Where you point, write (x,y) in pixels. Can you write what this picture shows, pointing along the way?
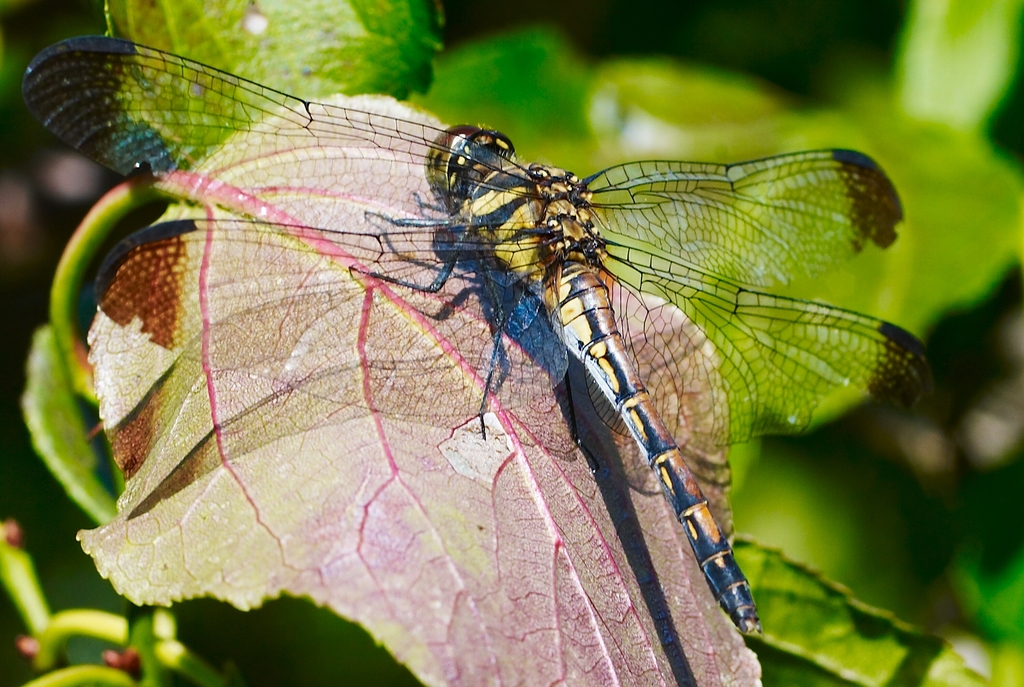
In this image, we can see an insect (276,133) on the leaf (356,350), there is a blur background (852,497).
